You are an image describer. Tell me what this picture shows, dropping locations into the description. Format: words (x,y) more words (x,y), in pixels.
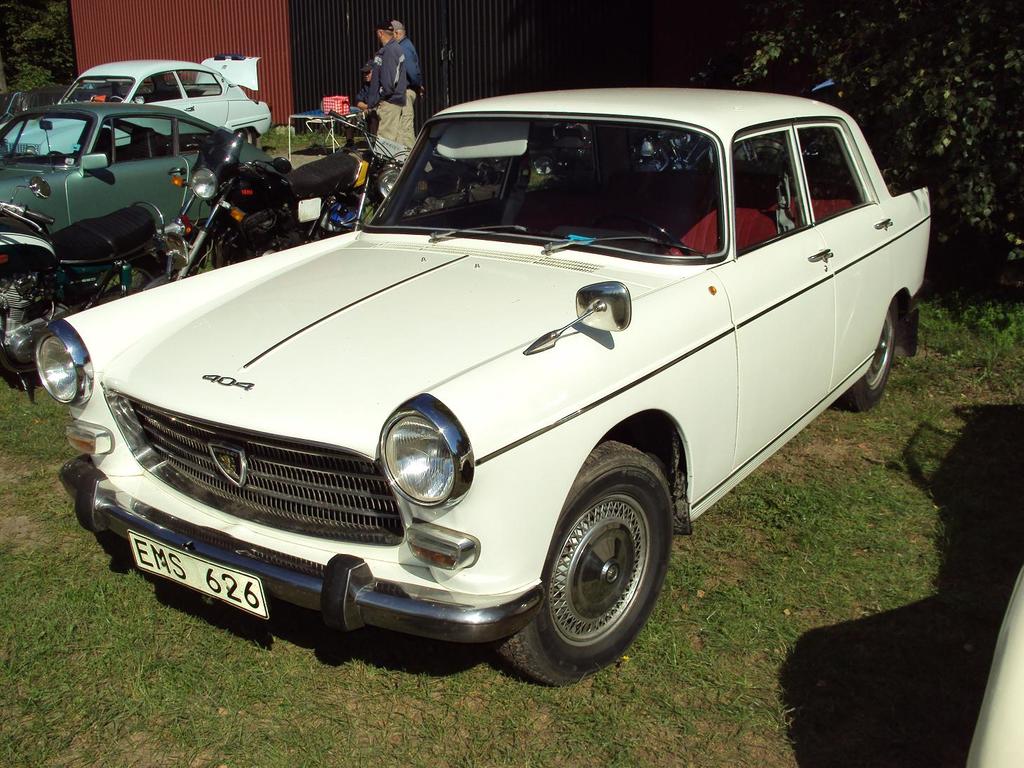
In this picture we can see cars (173,114) and bikes (224,149), at the bottom (362,674) there is grass (364,688), on the right side (929,69) we can see a tree (907,111), there are two men (400,88) standing in front of a table (328,123), there is something present on the table (326,123), it looks like a metal sheet (305,23) in the background (277,20).
